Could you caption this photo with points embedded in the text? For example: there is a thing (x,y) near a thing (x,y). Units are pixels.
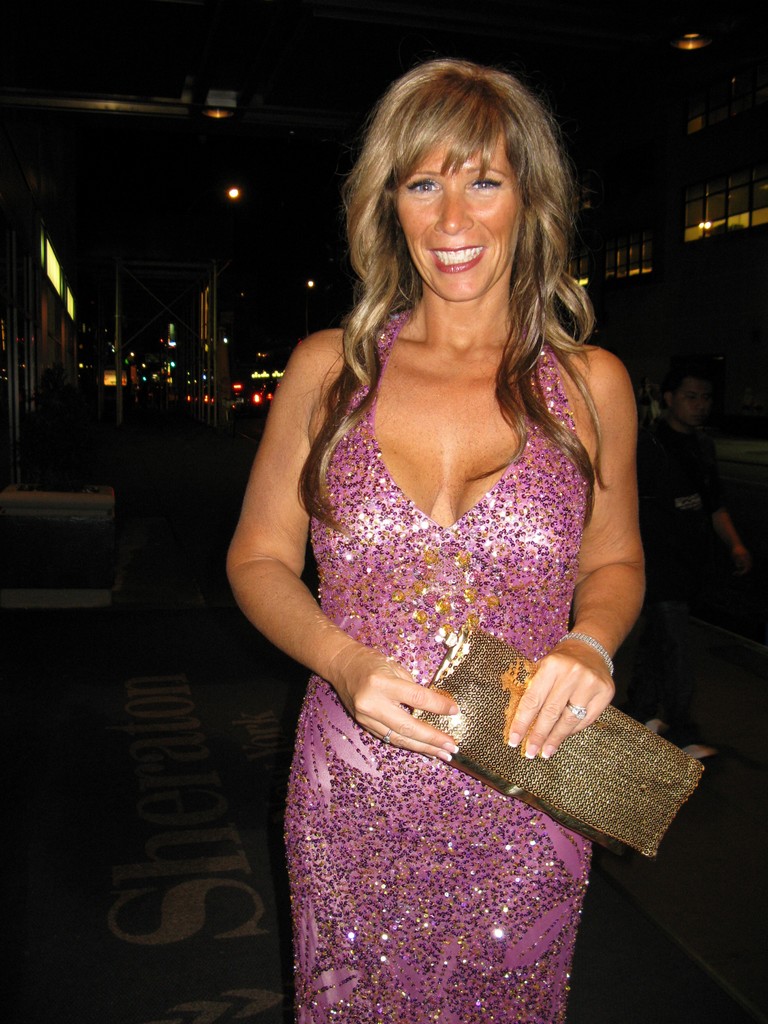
In the foreground of the picture (338,385) I can see a woman (422,297) holding the handbag (473,641) in her hands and there is a smile on her face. There is a man (678,455) on the right side (638,459). There is a lighting arrangement (216,108). I can see the glass windows (703,222) on the top right side (764,172). In the background (212,401), I can see the scaffolding structure poles (185,275).
